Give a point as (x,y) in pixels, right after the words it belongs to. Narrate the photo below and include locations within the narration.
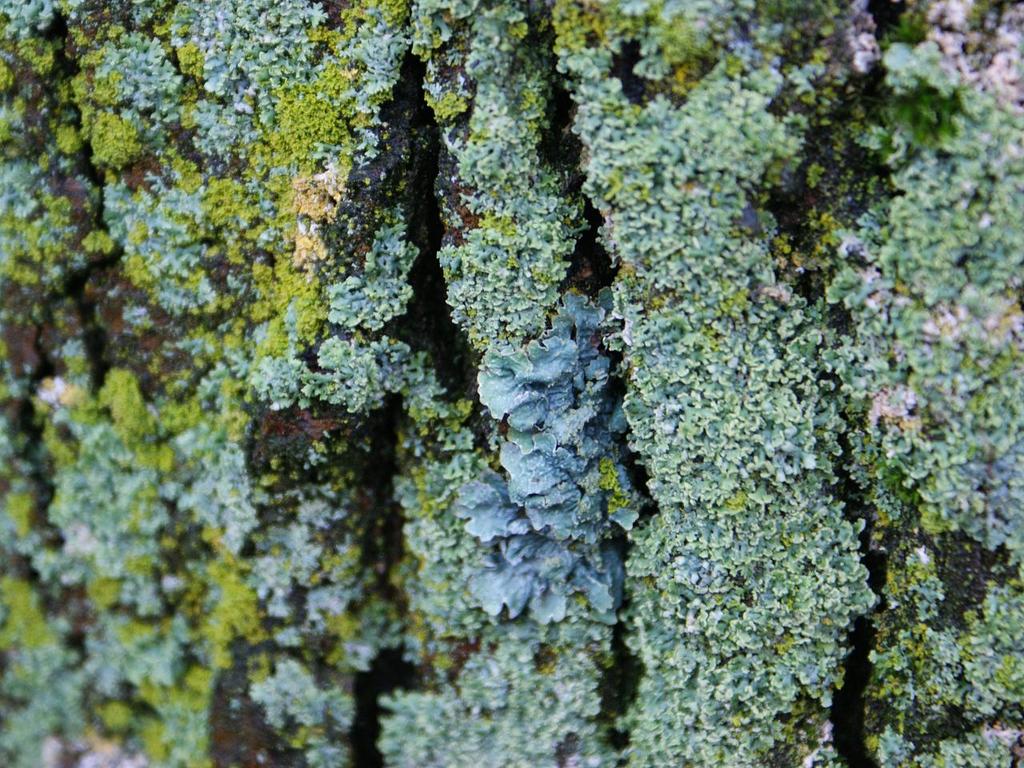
In this picture we can see moss (531,234).
